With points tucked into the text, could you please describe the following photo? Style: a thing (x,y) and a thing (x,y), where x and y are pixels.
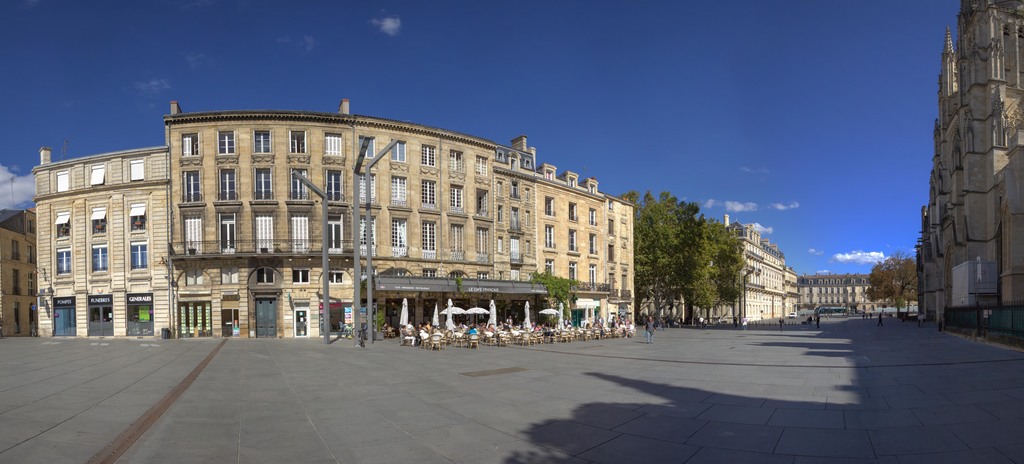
In this image we can see the road (531,375), people (632,328) walking here, we can see tables (510,332), chairs (477,336), light poles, stone buildings (632,280), trees (904,284) and the blue color sky (639,90) in the background (709,57).
